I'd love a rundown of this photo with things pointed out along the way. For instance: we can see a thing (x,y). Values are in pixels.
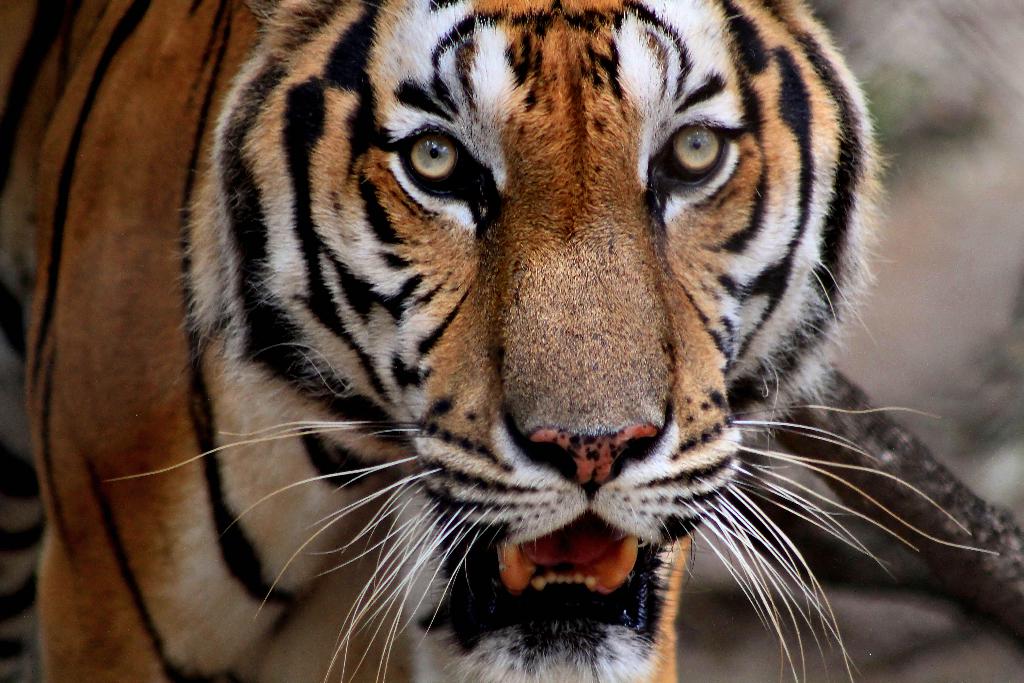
In the center of the image (482,386) there is a tiger (420,399).
